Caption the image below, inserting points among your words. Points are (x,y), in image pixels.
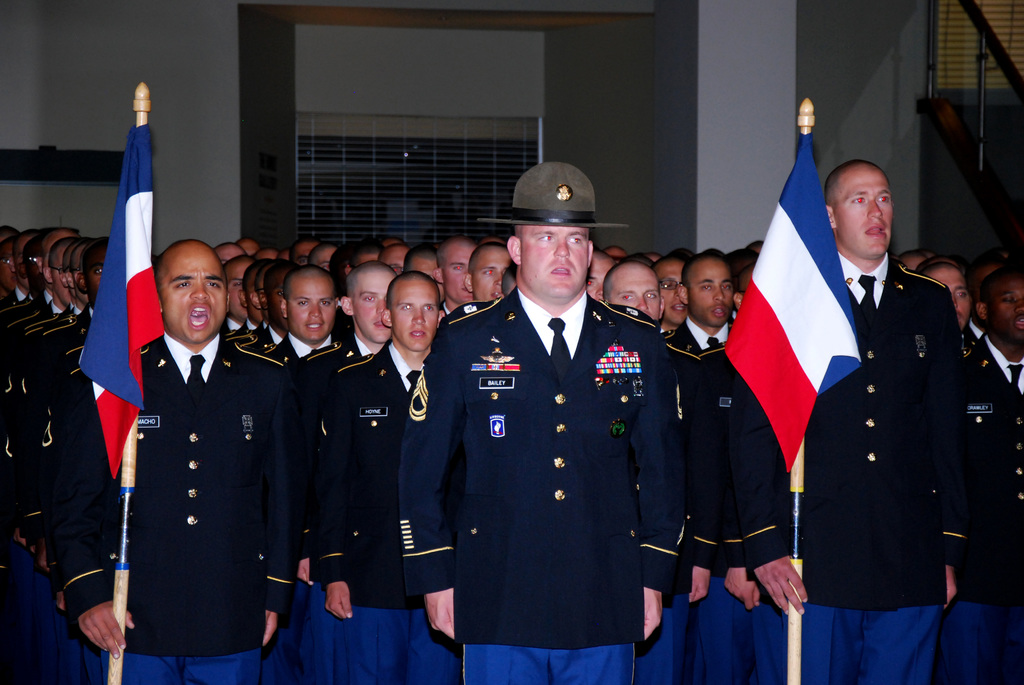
In this picture there are people (298,291) standing, among them there are two men (167,432) holding flag poles (795,438). In the background of the image (240,92) we can see wall (428,70), railing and objects (973,186).
